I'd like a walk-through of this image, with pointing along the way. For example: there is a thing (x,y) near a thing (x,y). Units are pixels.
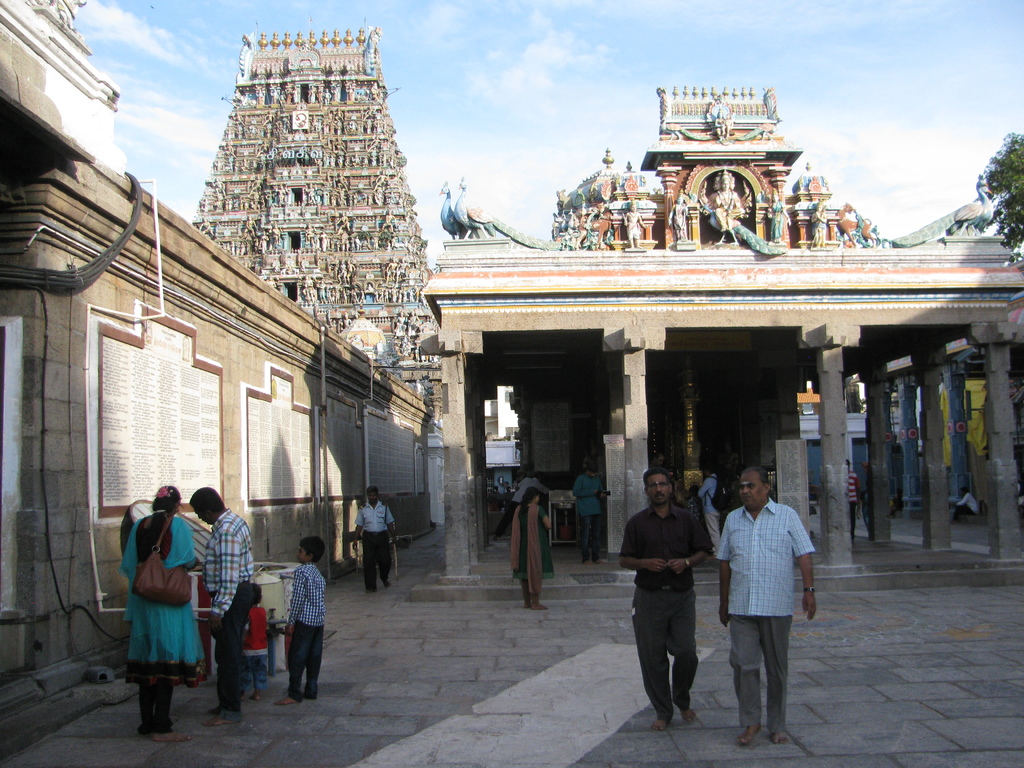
In this image we can see people (756,577) are standing and walking. Behind them temple (251,306) is there. Right side of the image (1007,207) one tree (1016,166) is present. Top of the image (561,79) sky (608,74) is there.
